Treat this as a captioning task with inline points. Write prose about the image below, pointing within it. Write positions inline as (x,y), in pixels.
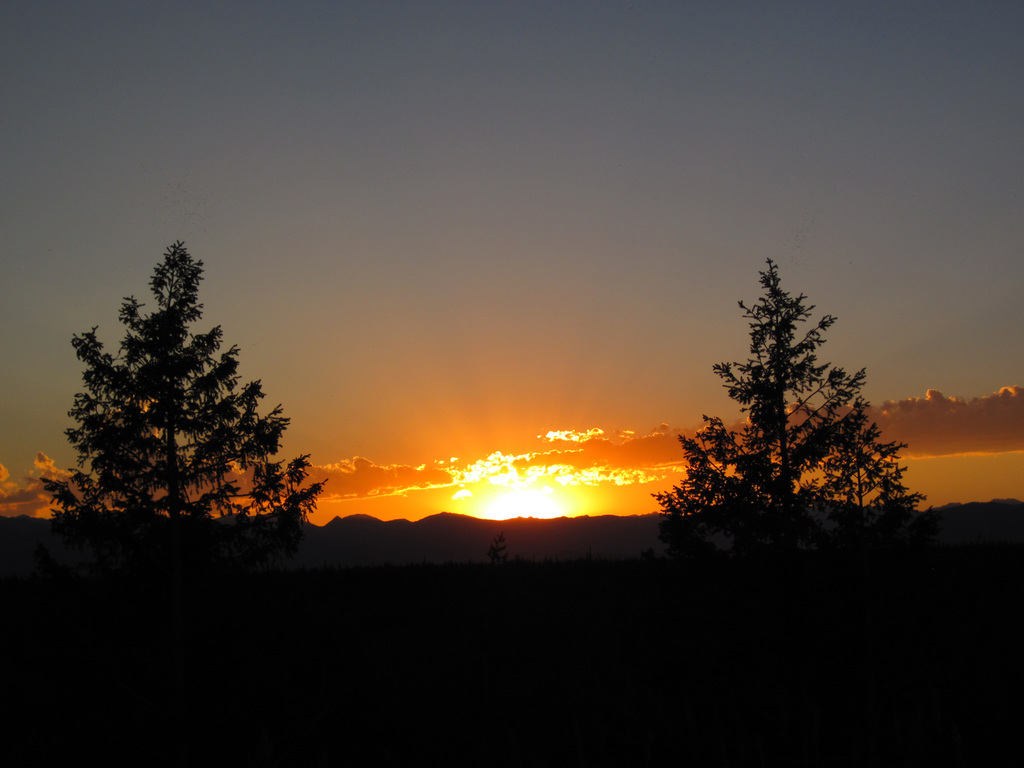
In the image we can see there are trees (157,554), cloudy sky (371,503) and the sun (552,511). The bottom part of the image (451,681) is dark.
